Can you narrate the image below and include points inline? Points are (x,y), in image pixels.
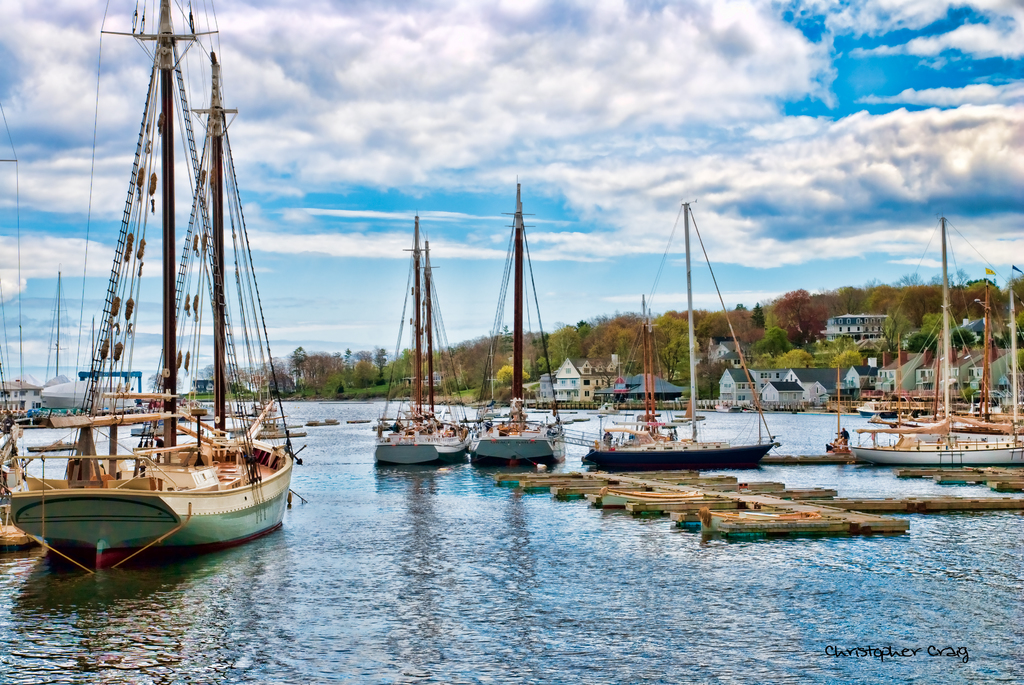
In this image I can see few boats (945,459) in the water (471,510). In the background (302,365) I can see few houses (866,364), trees (587,337) in green color and the sky (480,126) is in blue and white color.
